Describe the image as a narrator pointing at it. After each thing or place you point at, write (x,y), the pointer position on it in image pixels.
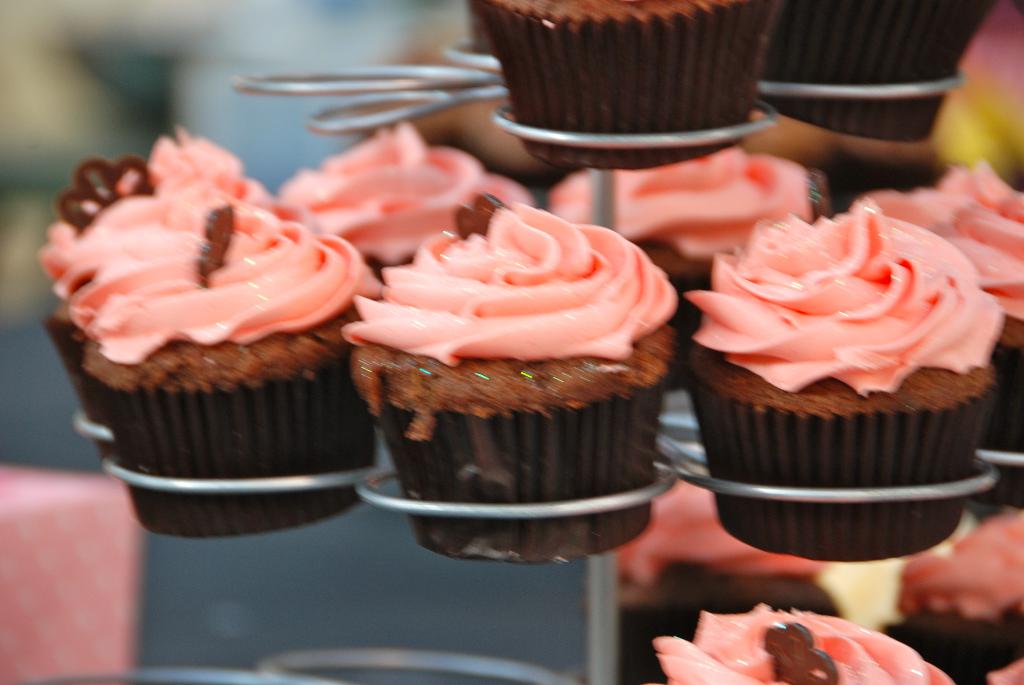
In this image there are cupcakes (513,429) on a cupcake holder (604,206). The background (56,52) is blurry.
